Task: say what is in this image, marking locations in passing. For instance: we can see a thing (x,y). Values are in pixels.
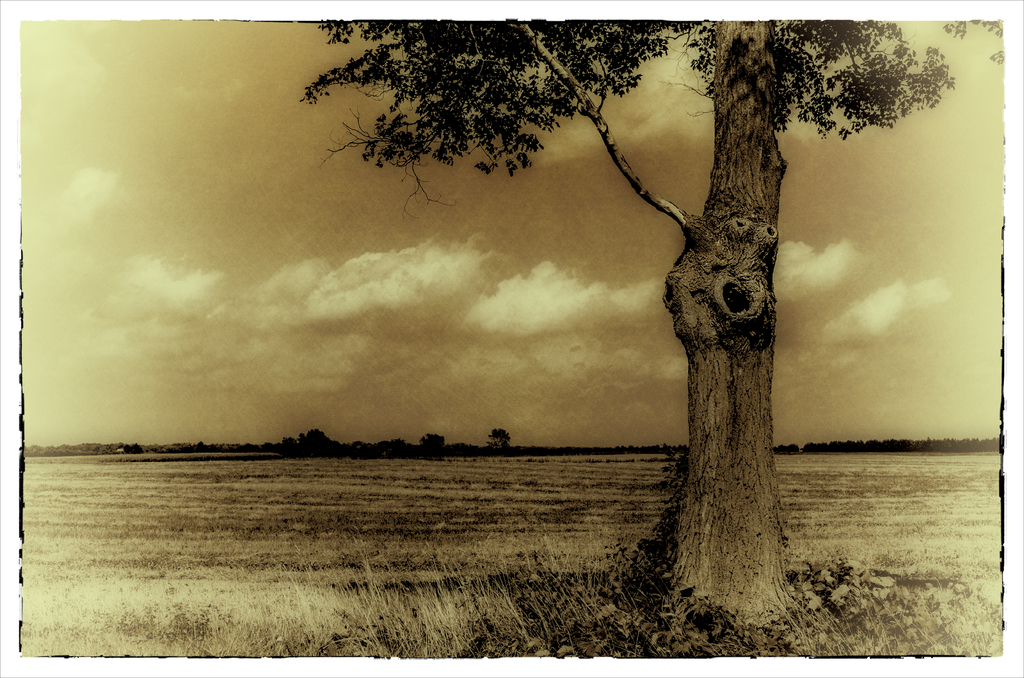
This is an edited image, in this image there is a tree field (753,487), in the background (906,441) there are trees (888,446) and the sky (153,25).
